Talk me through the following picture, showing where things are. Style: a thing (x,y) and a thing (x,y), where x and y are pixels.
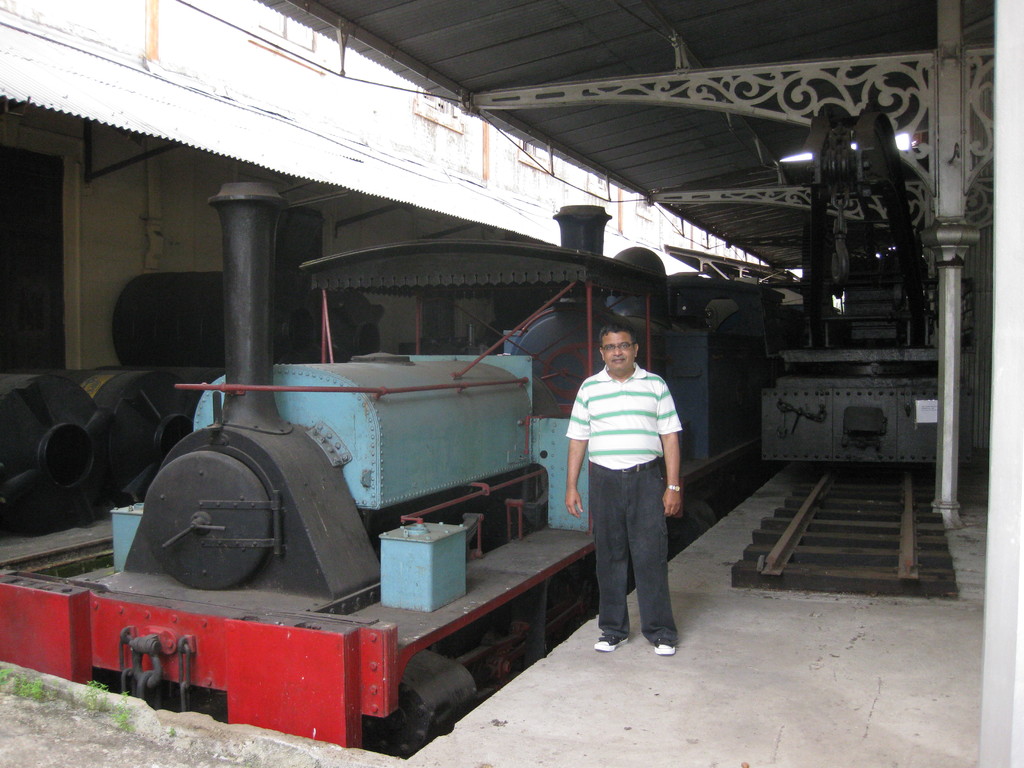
In this image we can see a train (414,459). On the right (808,501) there is a track (825,578). In the center (626,386) we can see a man (624,501) standing. At the top (222,135) there is roof (277,170). In the background (107,288) there is a wall (145,267).
